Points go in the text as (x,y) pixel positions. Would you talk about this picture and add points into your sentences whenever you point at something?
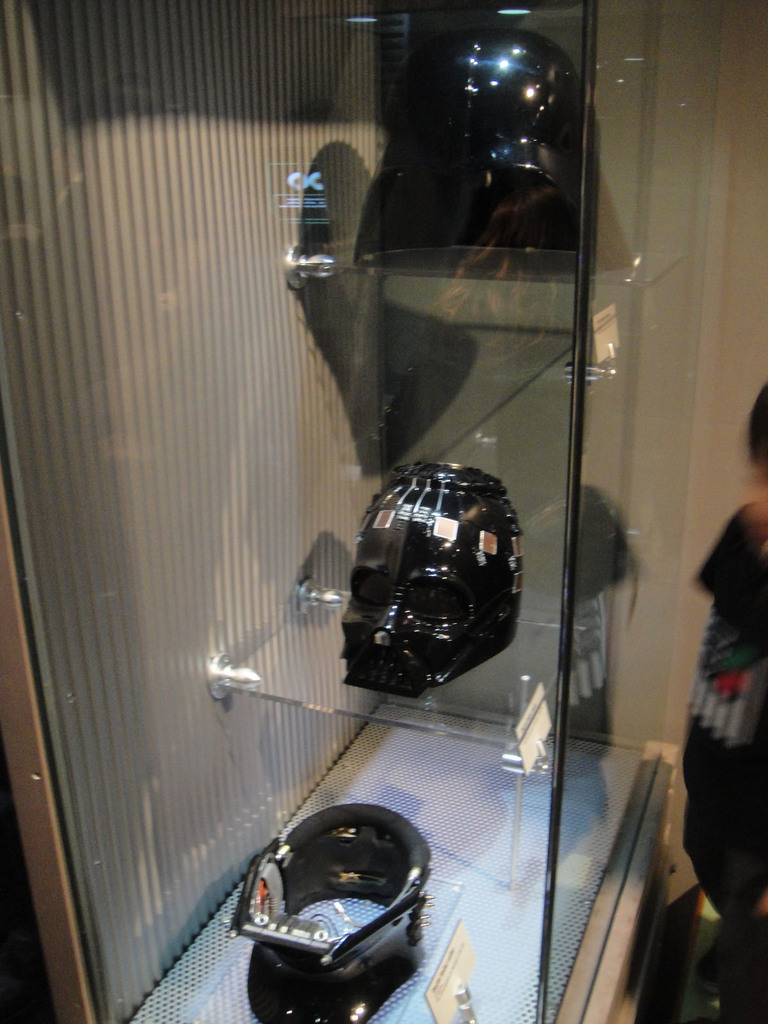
In this picture there is a rack (349,444) in the center of the image (387,454), in which there are masks (457,492) and there is a small boy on the right side of the image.
